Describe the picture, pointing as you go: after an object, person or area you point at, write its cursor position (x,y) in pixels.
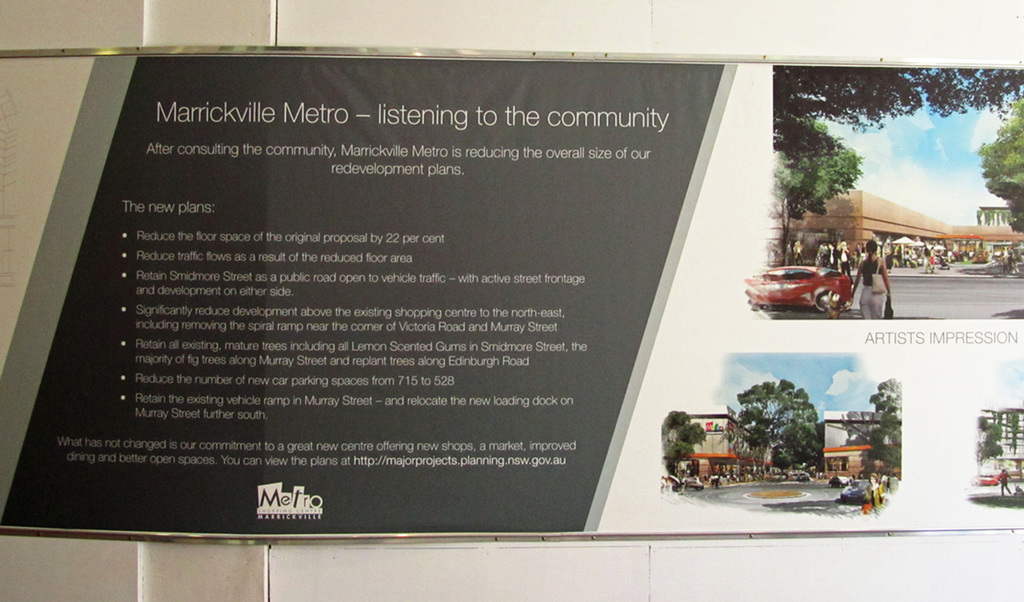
In this image I can see the board (426,362). In the board (777,316) I can see group of people (896,262) standing. In front (806,281) I can see the vehicle (820,289) in red color, background (887,222) I can see few stalls (906,242), buildings (882,208) in brown and gray color and the sky (892,162) is in white and blue color and I can see few trees (799,183) in green color and I can also see something written on the board (301,228).
